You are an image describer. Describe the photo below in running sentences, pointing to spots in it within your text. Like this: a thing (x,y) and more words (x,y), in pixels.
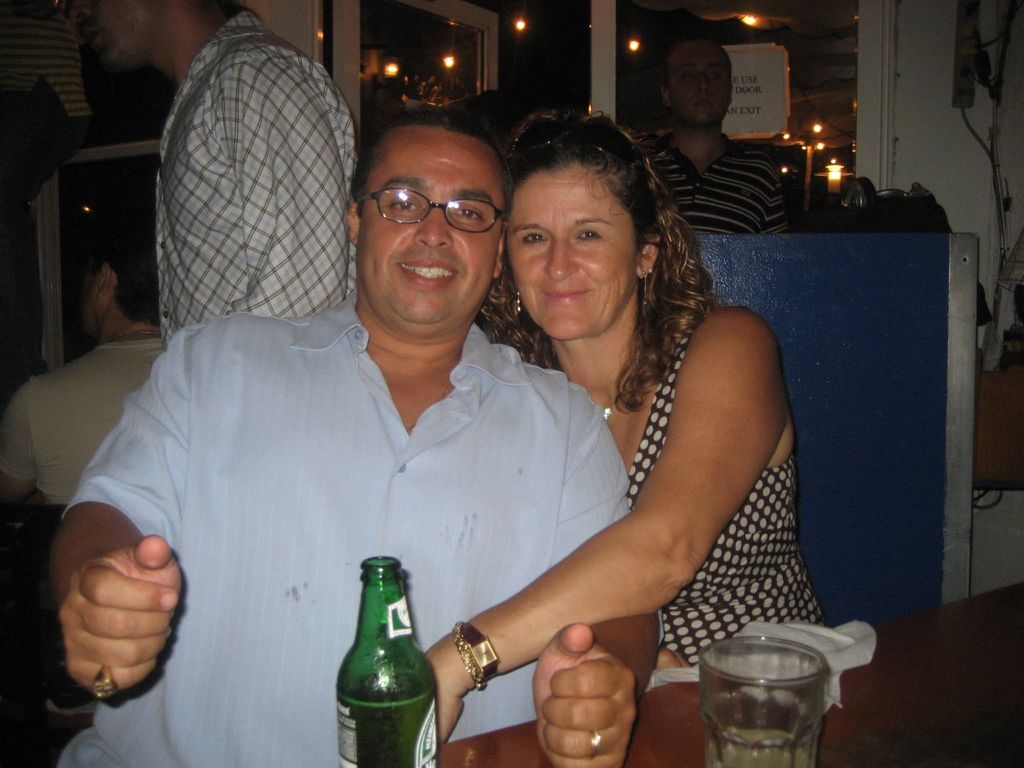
In this image I can see a man (250,356) and women (745,508) are sitting, I can also see smile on their faces (554,265) and he is wearing a specs (406,201). Here on this table (473,764) I can see a glass (727,739) and a bottle (371,609). In the background (277,89) I can see few more people (692,71).
